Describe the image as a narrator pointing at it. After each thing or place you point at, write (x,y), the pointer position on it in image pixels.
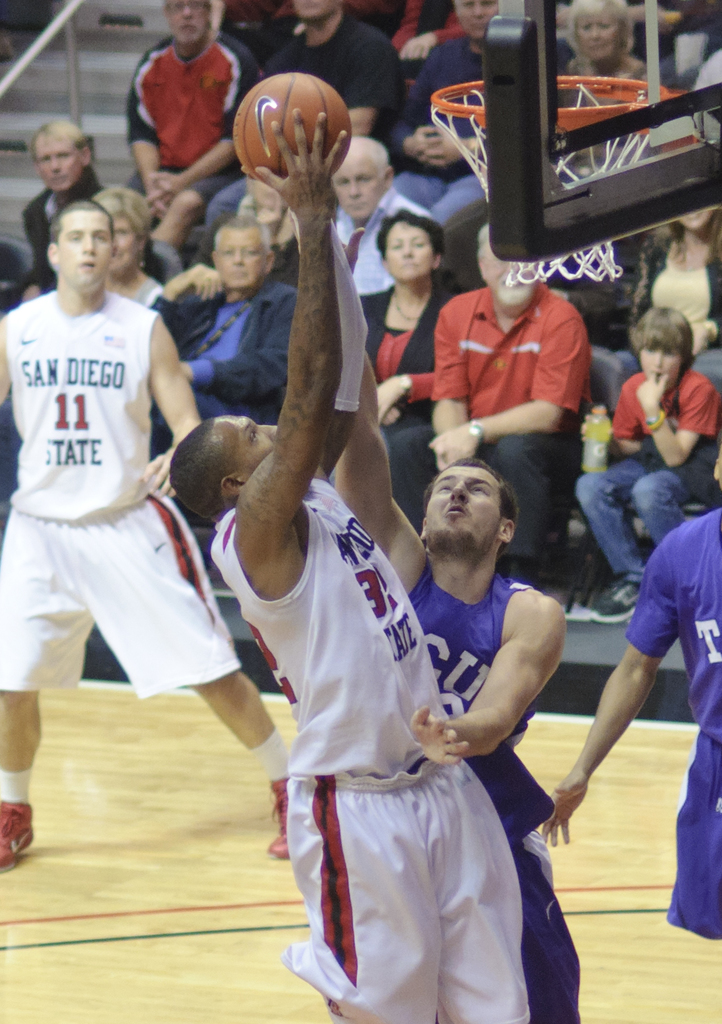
In the picture there are people (376,608) playing with a ball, there are many people (166,229) sitting and watching them.
